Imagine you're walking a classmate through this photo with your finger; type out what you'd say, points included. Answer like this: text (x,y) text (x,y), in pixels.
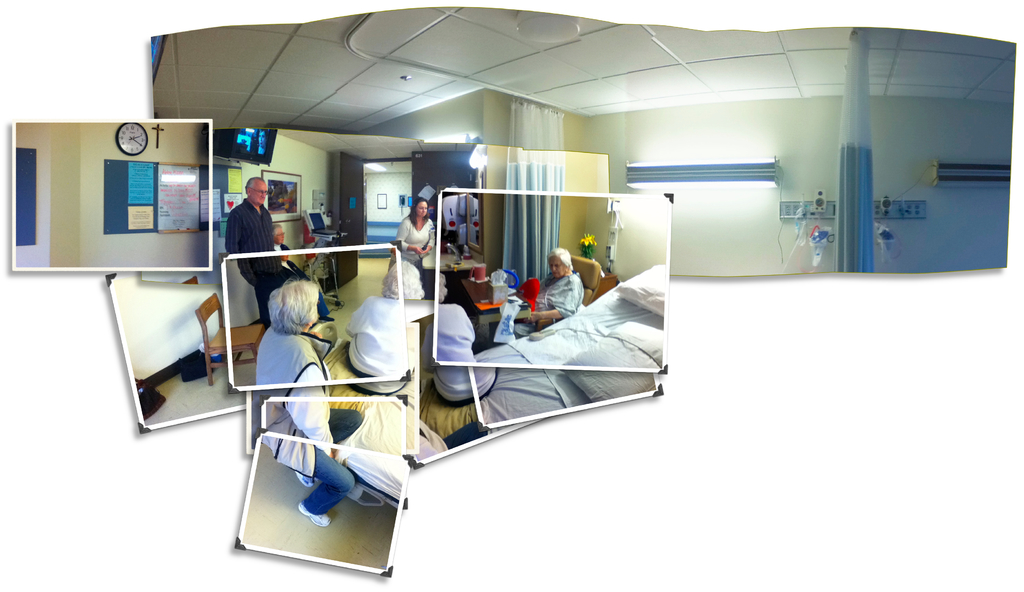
In this image we can see photographs (332,282). In the photos (311,334) there are people (242,266), wall frames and boards (168,224). We can also see bed (605,334) and cushions (637,291) and there are lights (685,173).
